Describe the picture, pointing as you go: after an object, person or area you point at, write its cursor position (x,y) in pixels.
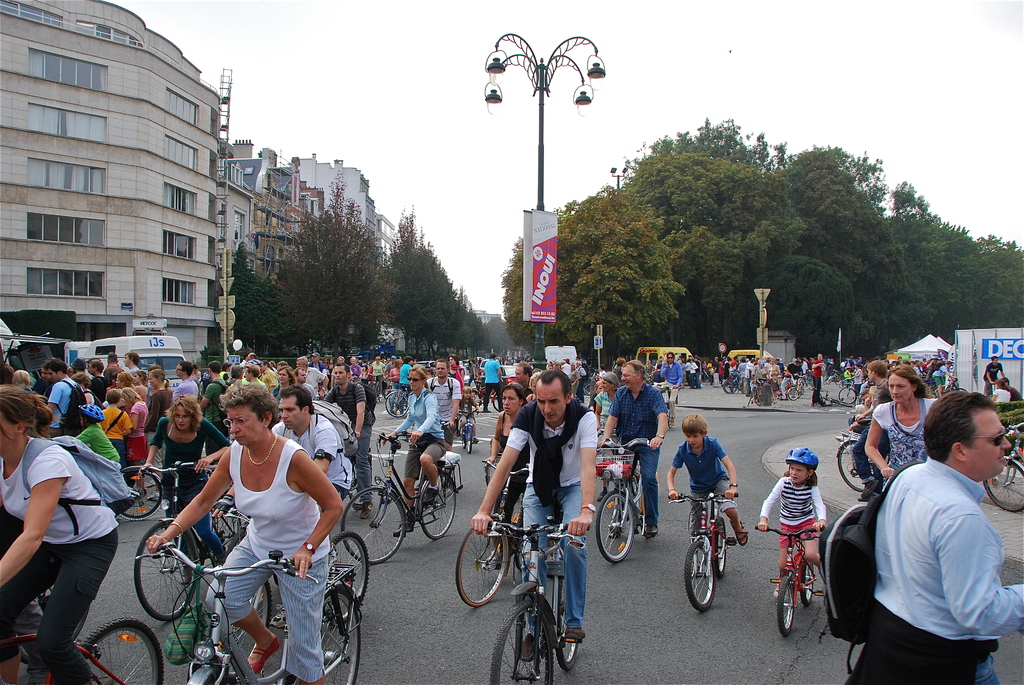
In this picture we can see some persons (651,466) doing cycling on the road (674,620). On the background (827,287) we can see some trees (896,312). And these are the buildings (9,110). And there is a sky (457,95). Here we can see a pole (545,87).
